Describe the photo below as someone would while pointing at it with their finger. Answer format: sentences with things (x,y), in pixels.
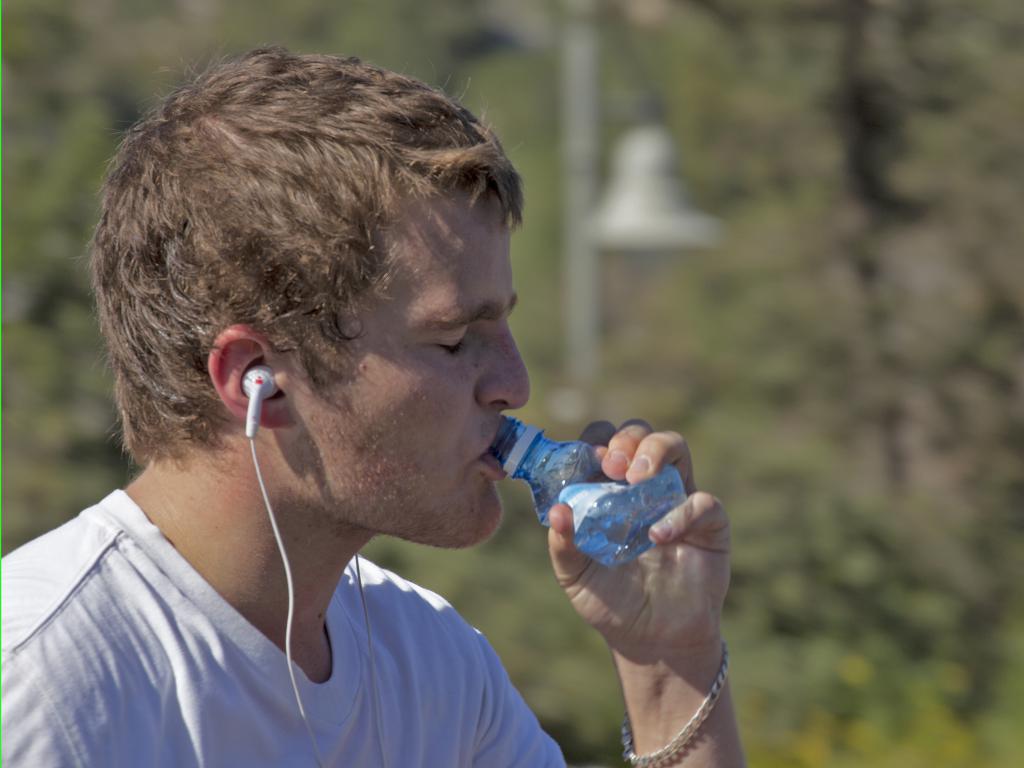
In this image a man (203,615) wearing white t-shirt (244,714) put on earphones (267,391) is drinking something. In the background (758,244) there are trees (125,101).
